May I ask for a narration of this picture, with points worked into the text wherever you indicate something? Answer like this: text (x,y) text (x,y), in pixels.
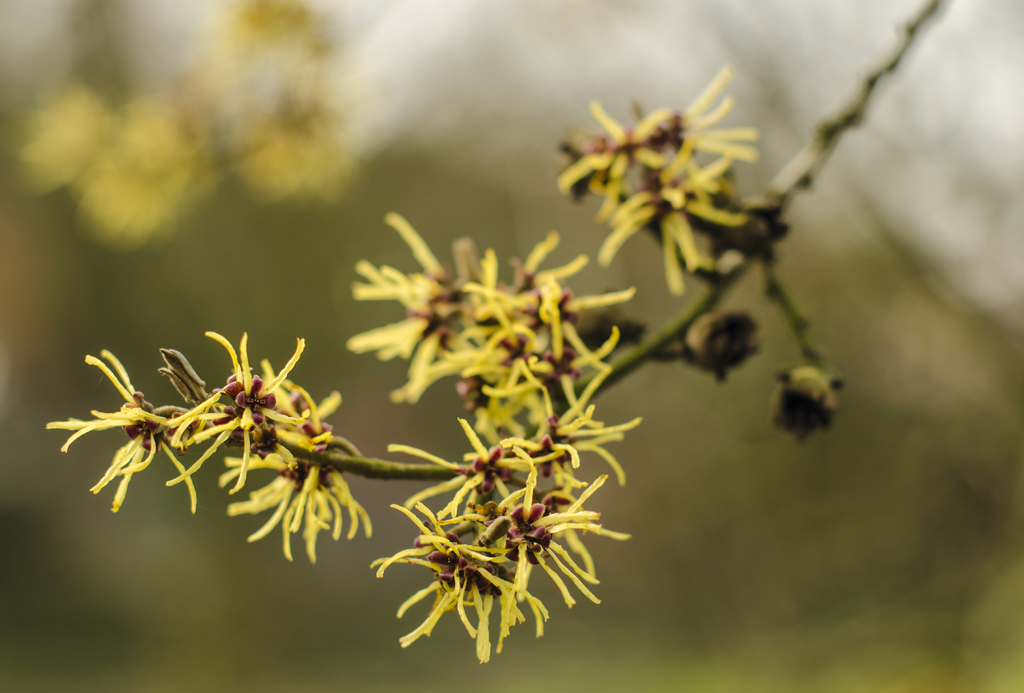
In this image we can see group of flowers (684,210) and buds (805,369) on the branch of a tree (690,351).
